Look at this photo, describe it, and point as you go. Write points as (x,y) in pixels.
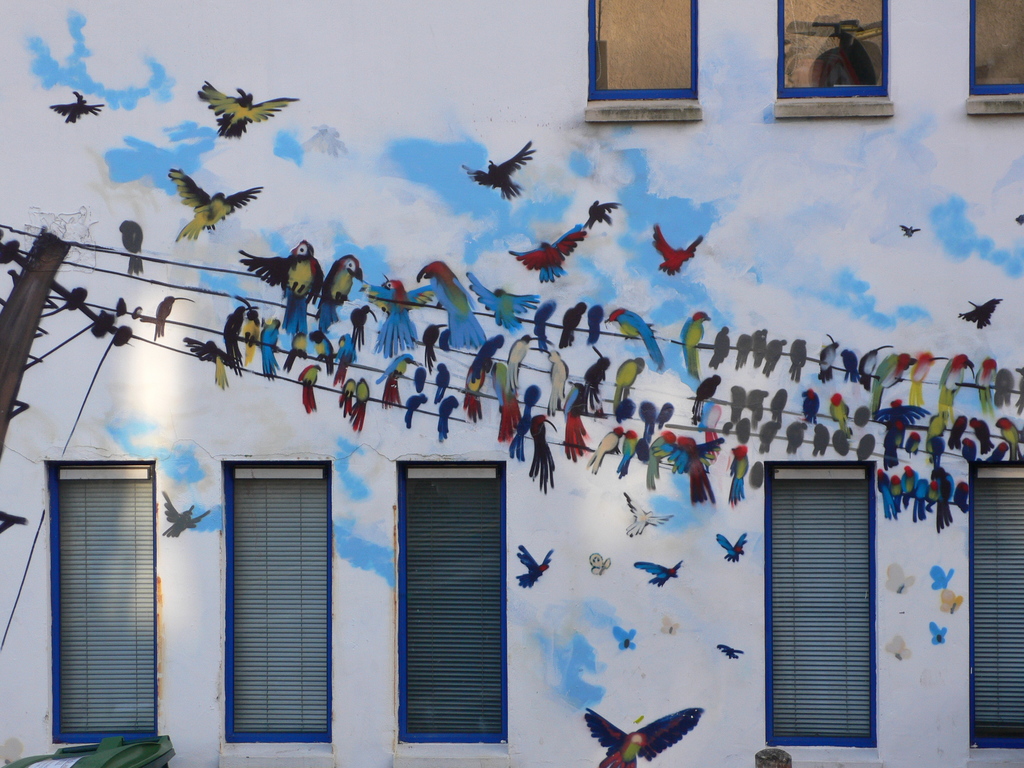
This is a building (727,494) and here we can see paintings (362,418) of some birds (302,373) on the wall (609,525) and there is a pole (33,260) along with wires (710,344). At the bottom (143,754), there is a bin (109,753) and we can see an object (765,765).
